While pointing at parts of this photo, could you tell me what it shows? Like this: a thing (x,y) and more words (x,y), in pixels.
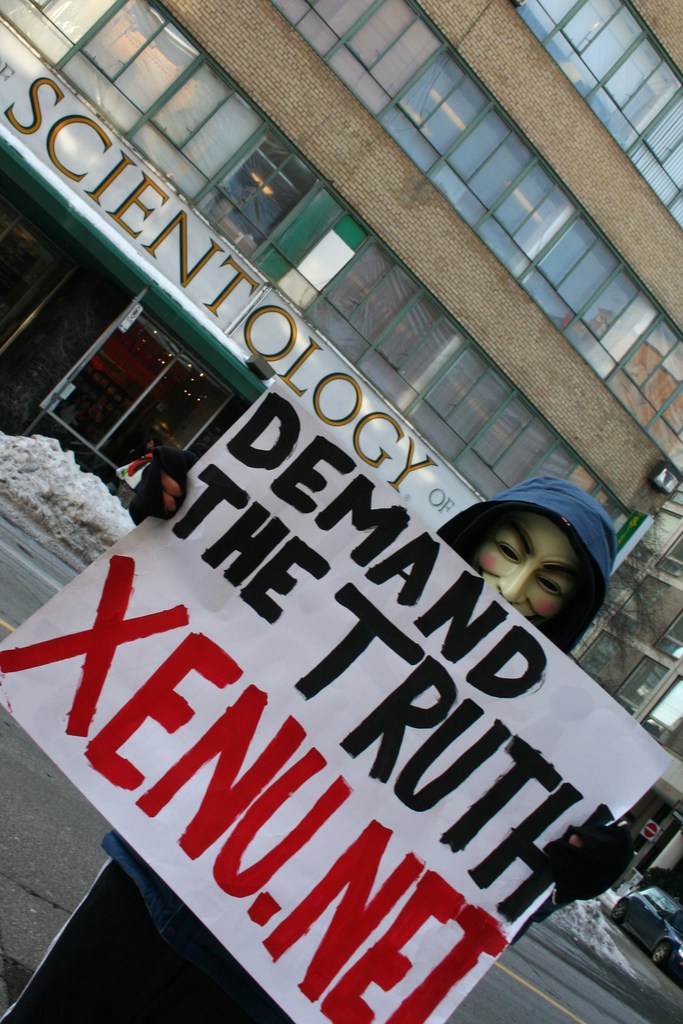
Here in this picture we can see a person (90,986) standing over a place (18,566) and holding a placard (540,679) in his hands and we can see he is wearing a jacket (526,493), a mask (520,534) and gloves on him and behind him we can see a building (486,357) present and we can also see a car (631,931) present on the road (634,979).
